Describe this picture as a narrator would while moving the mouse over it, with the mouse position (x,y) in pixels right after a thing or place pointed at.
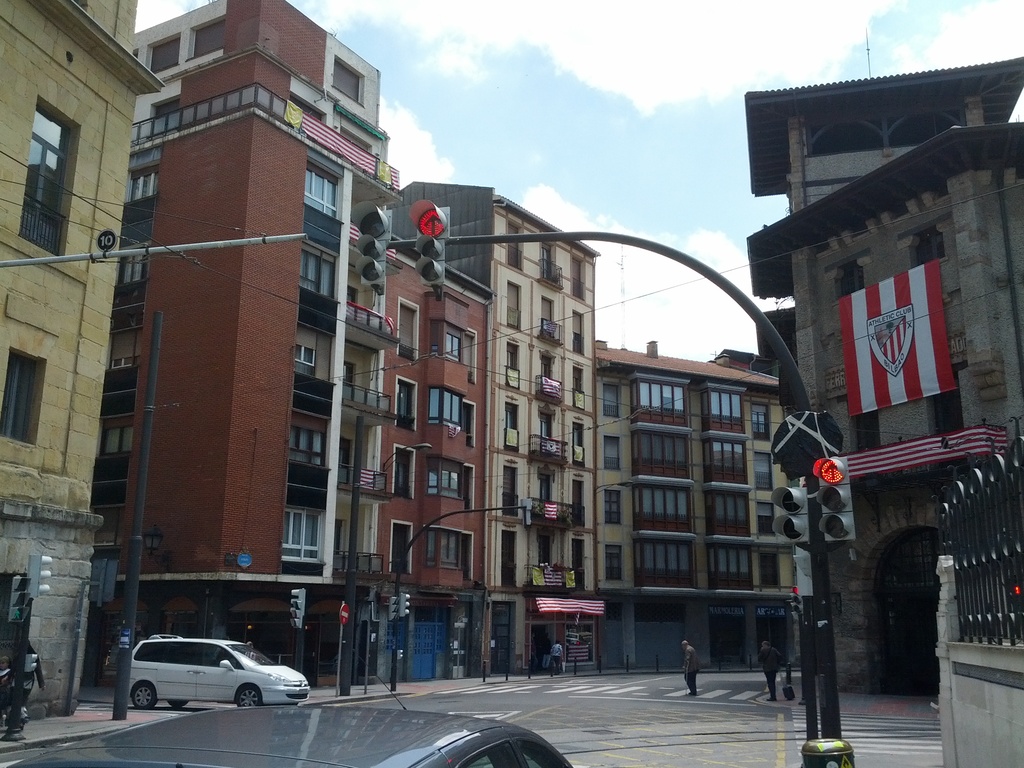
In this image there is road (610,696), there are buildings (377,412), there is a pole (812,649), there is a traffic light (803,518), there is a flag (882,344), there is a wire (422,357), there is a sky (616,115), there is a car (222,688).
